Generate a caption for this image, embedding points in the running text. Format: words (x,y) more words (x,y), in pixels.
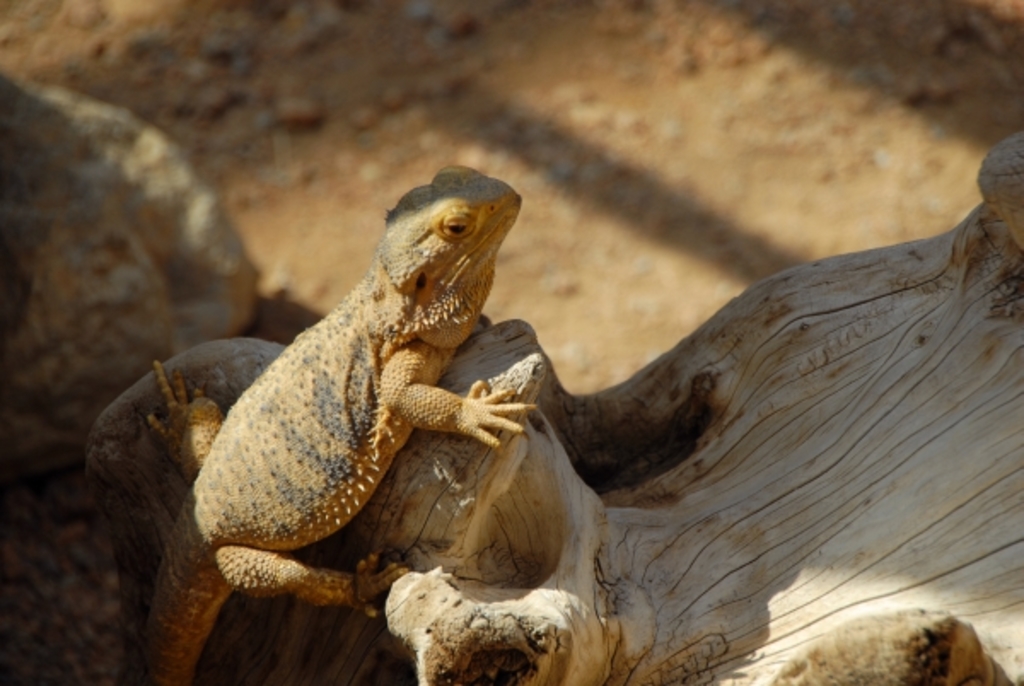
In this picture we can see a reptile (374,441) in the front (326,455), at the bottom (597,598) there is wood (729,631), in the background (250,94) we can see some stones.
